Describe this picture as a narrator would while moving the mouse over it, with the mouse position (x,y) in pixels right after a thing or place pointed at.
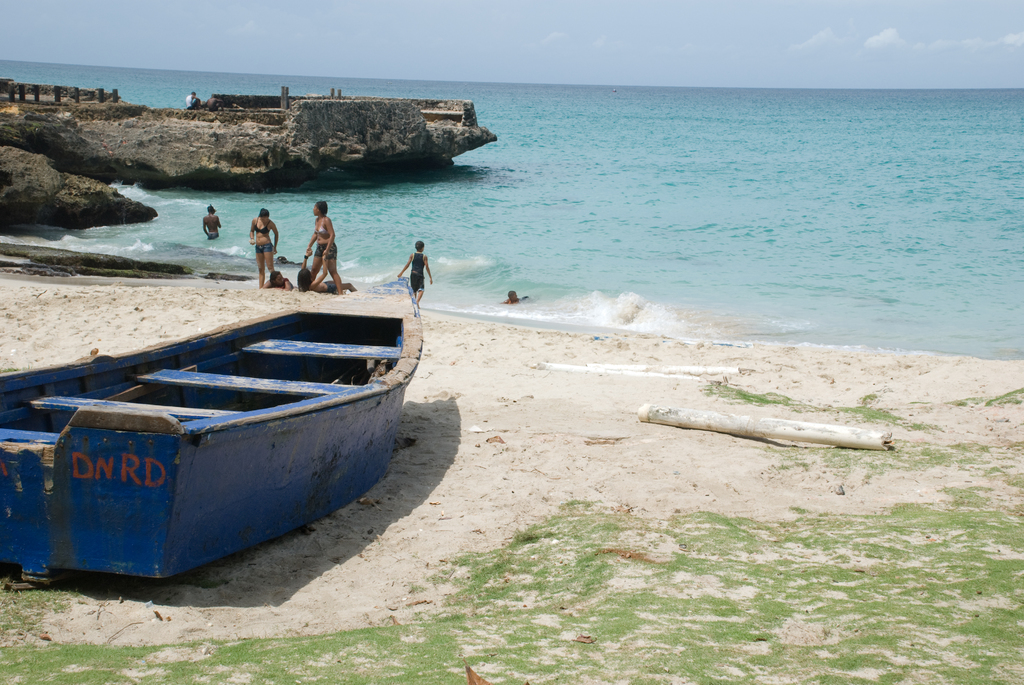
In this picture I can see there is a boat (261,354) on the beach side (267,663) and there are few people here and there is a ocean (575,284) here and there is a rock (149,155) and in the backdrop (809,38) the sky (955,40) is clear.
